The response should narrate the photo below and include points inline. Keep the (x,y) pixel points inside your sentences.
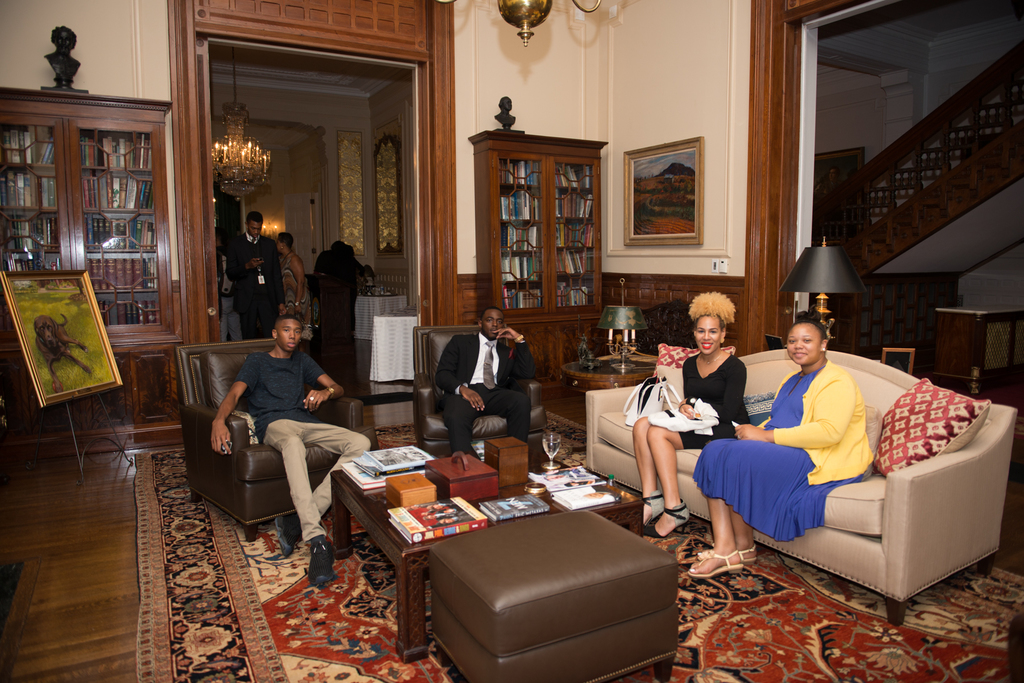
In the image we can see there are people (498,380) who are sitting on chair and sofa (912,474) and on the back (296,280) there are people (237,256) who are standing. Behind there are shelves (96,191) in which books (528,266) are kept. On the wall (710,205) there are photo frames (656,217) and here on the stand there is a painting (86,362). On the table (359,508) there are boxes (506,484), wine glass (548,460), papers (564,483), books (427,513) and on the floor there is floor mat (209,577).
